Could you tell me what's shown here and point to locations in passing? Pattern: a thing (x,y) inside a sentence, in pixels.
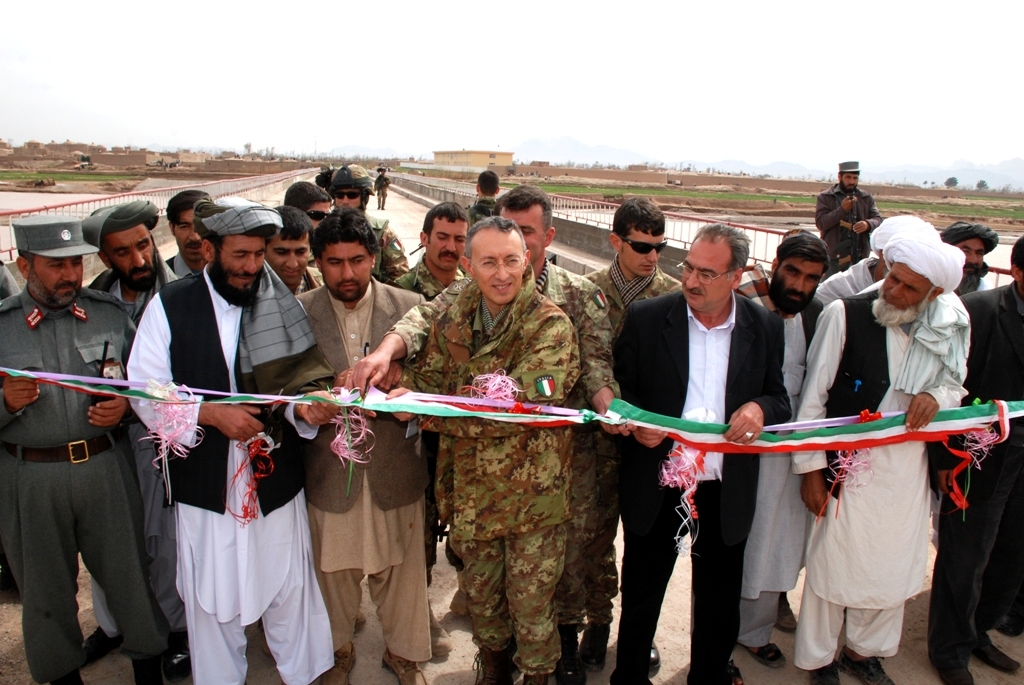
In this image there are men (364,301) standing on the road (388,200). In the foreground (576,419) there is a ribbon (585,410). There are three men (393,391) cutting on the ribbon (618,414). On the either sides of the road (274,195) there are railings (175,187). There is water (33,198) on the ground (723,199). In the background (619,170) there are houses (115,157) and grass (630,193) on the ground (658,197). At the top (377,67) there is the sky (377,67).
